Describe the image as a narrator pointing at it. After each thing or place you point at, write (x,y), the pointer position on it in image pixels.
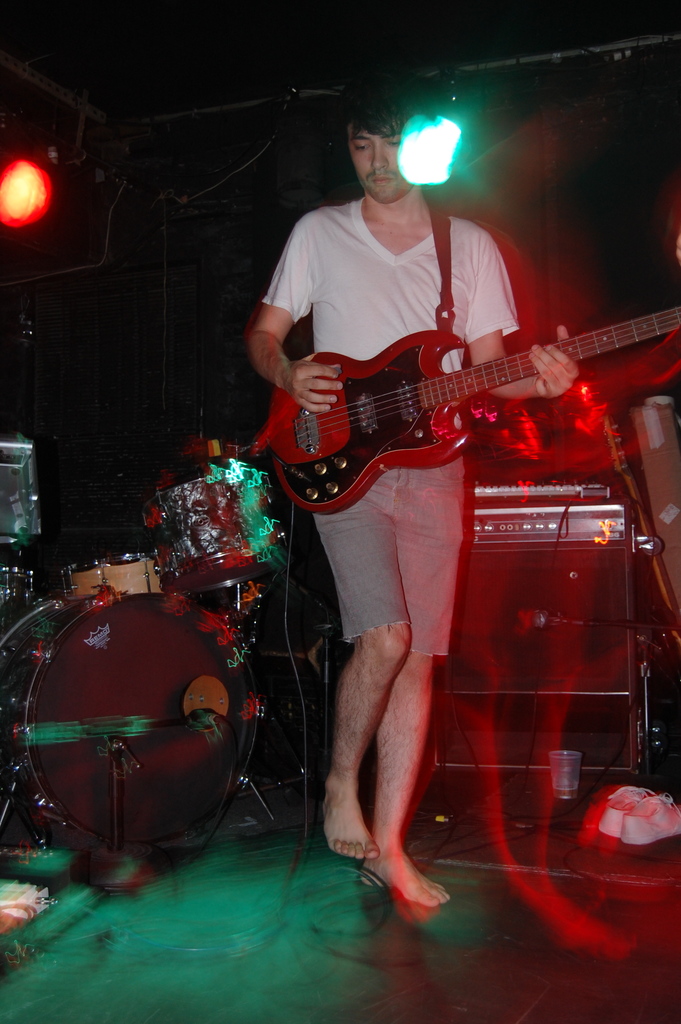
This picture shows a man (317,381) standing and playing guitar (365,476) and we see few musical instrument (120,567) like drums (140,582) on his back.
